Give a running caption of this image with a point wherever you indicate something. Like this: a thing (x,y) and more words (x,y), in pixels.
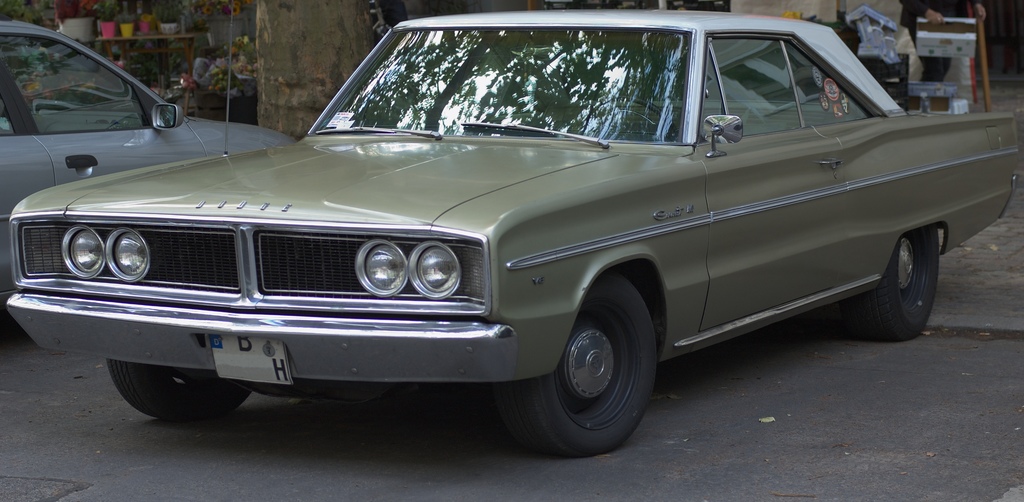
In this picture there is a car (541,124) on the road (757,423). On the left (59,153) there is another car (50,143) which is near to the tree (281,102). In the top left corner (190,8) we can see pots (122,29) and plants (63,8) on the table (186,38). In the top right corner (919,13) there is a woman (932,6) who is holding a box (922,54) and stick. She is standing near to the building (843,8).
